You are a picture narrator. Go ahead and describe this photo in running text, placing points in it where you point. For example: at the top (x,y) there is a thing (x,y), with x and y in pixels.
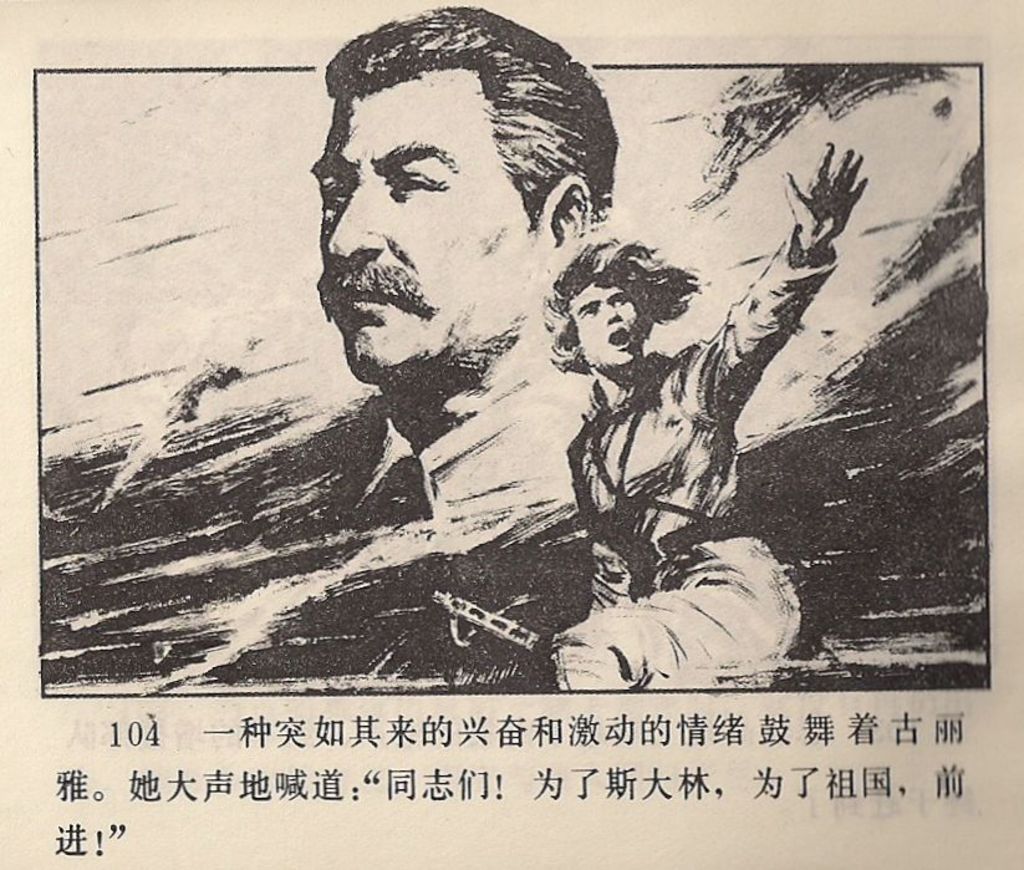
In this picture I can see a poster (271,206) on which there are pictures (408,328) of a man (509,224) and a woman (638,471) and I see something is written on the bottom of this image (360,735).
